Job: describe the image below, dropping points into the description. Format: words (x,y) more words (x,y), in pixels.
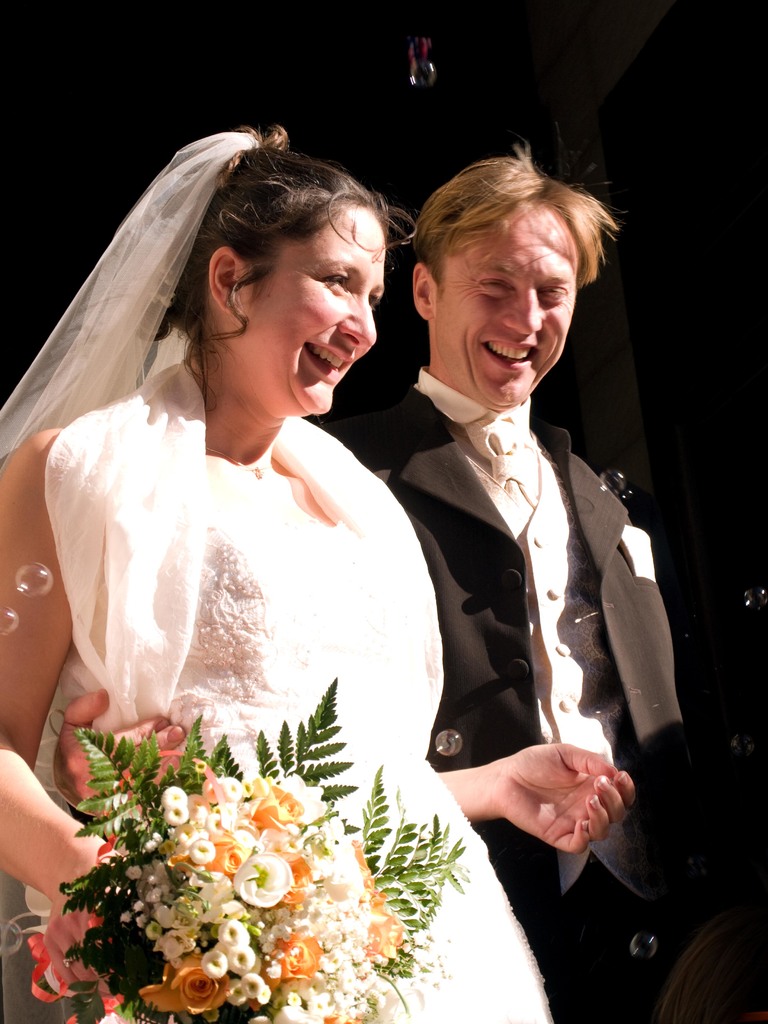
In this image we can see a man (480,309) in black suit (468,511) and a woman (244,472) in white dress (274,622) with a bouquet (199,833) and are standing and smiling.
